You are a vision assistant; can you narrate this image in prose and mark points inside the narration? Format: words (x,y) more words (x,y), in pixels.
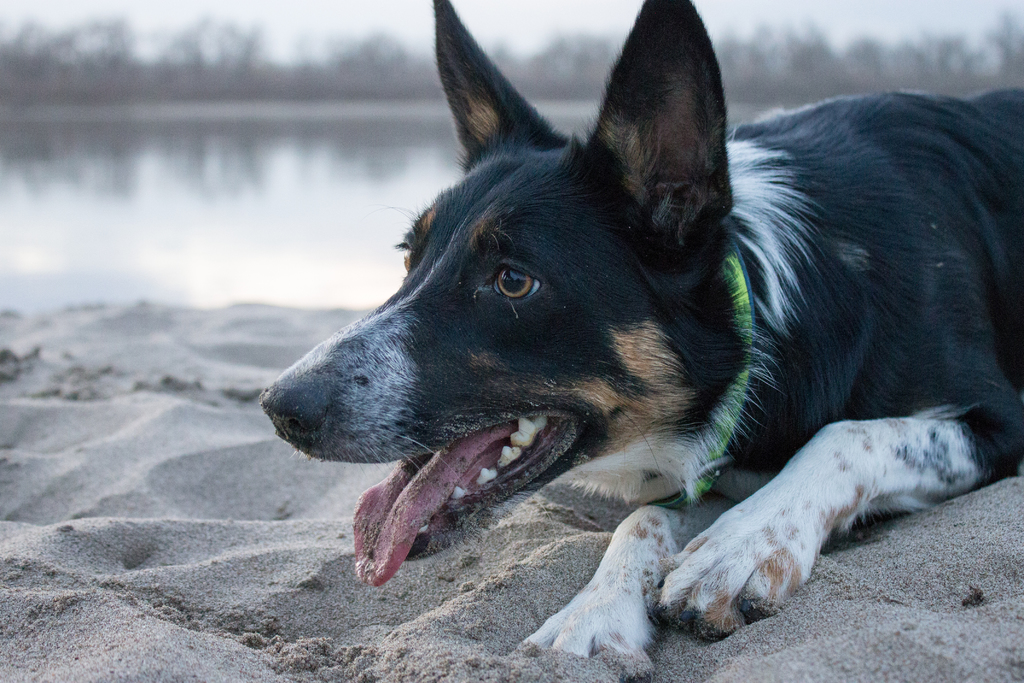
In this picture we can see a dog (717,345) laying in the front (660,342), at the bottom (194,537) there is sand (227,602), in the background (239,225) we can see water (257,234), there is a blurry background (253,246).
